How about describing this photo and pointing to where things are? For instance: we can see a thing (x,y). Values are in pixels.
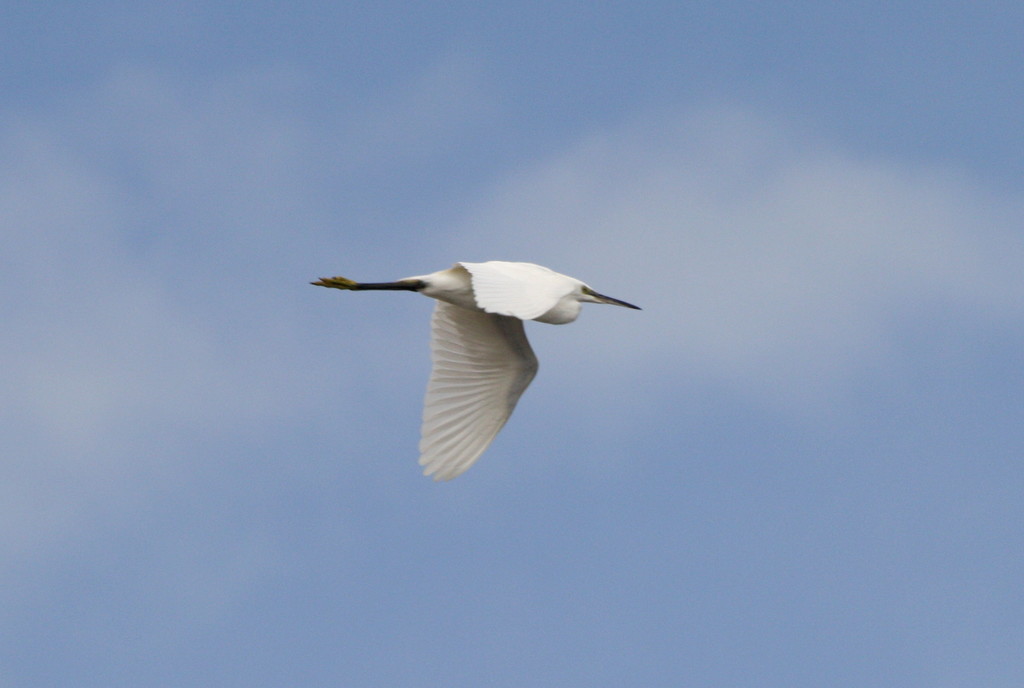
On this picture we can see a white bird (458,338) is flying in the sky (446,266).
